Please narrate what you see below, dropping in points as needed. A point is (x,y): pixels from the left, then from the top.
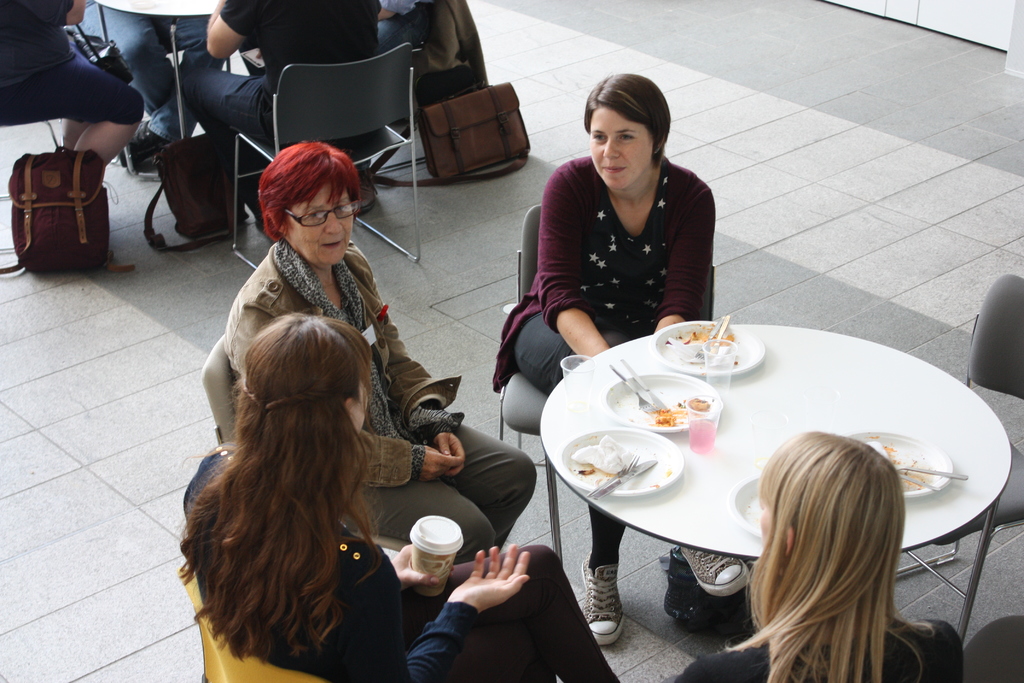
In this picture there are four women (302,338) who are sitting on a chair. There is a spoon (638,476), fork (612,479), tissue (609,460) in the plate (646,451), a glass (574,370) on the table (786,416). There are few other persons (170,102) who are sitting on a chair (379,73). There is a suitcase (480,104), bag (190,189) on the floor (123,196).
